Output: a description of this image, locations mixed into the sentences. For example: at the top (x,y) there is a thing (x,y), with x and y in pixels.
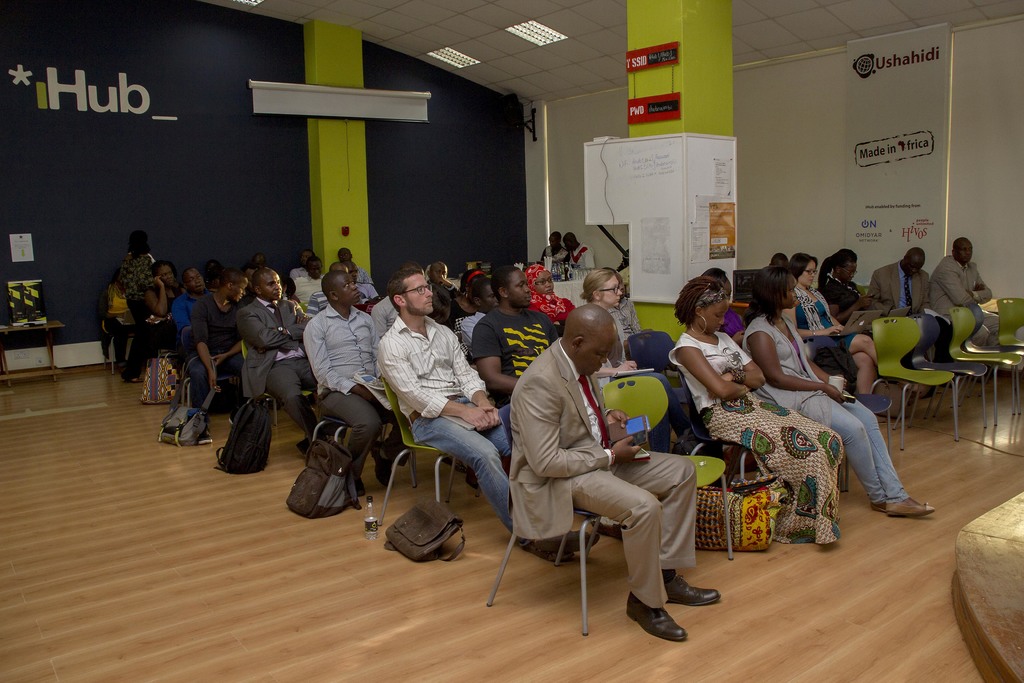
This is a room (497,398). In this room (273,479) there are group of persons (594,402) sitting on the chairs (674,384) and at the background of the image (310,247) there is a wall (490,197).
